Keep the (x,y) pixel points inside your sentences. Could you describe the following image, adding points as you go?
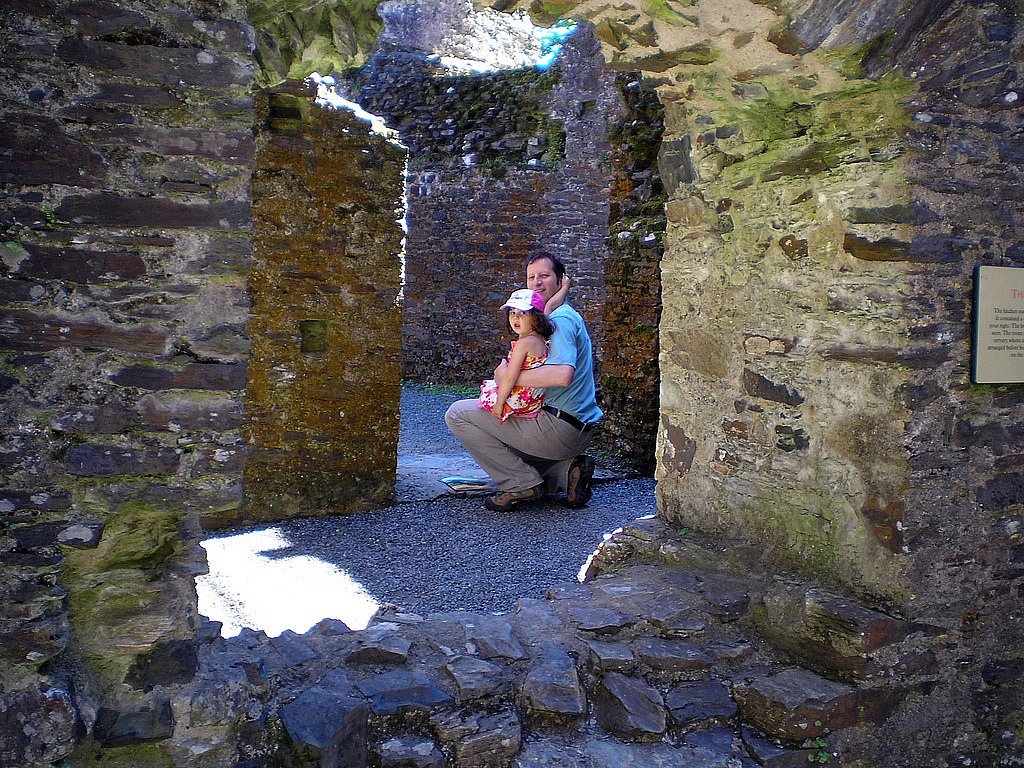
In this picture we can see a person (540,451) holding a girl (523,342), around we can see some brick walls (303,323).
